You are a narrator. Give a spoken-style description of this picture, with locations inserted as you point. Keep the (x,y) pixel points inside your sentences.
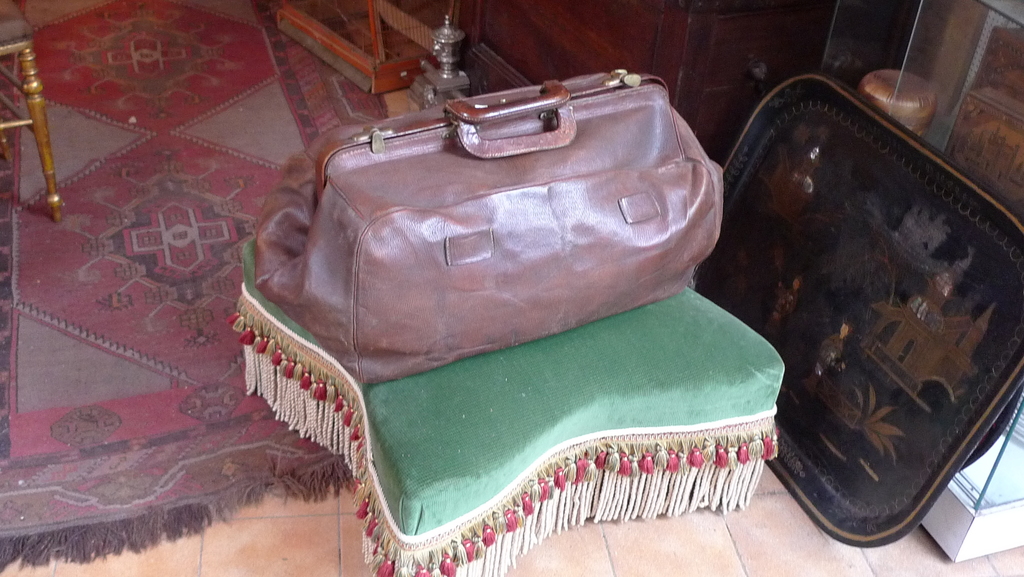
In this image I can see a table (500,370). On table (589,400) there is a bag (497,181).
